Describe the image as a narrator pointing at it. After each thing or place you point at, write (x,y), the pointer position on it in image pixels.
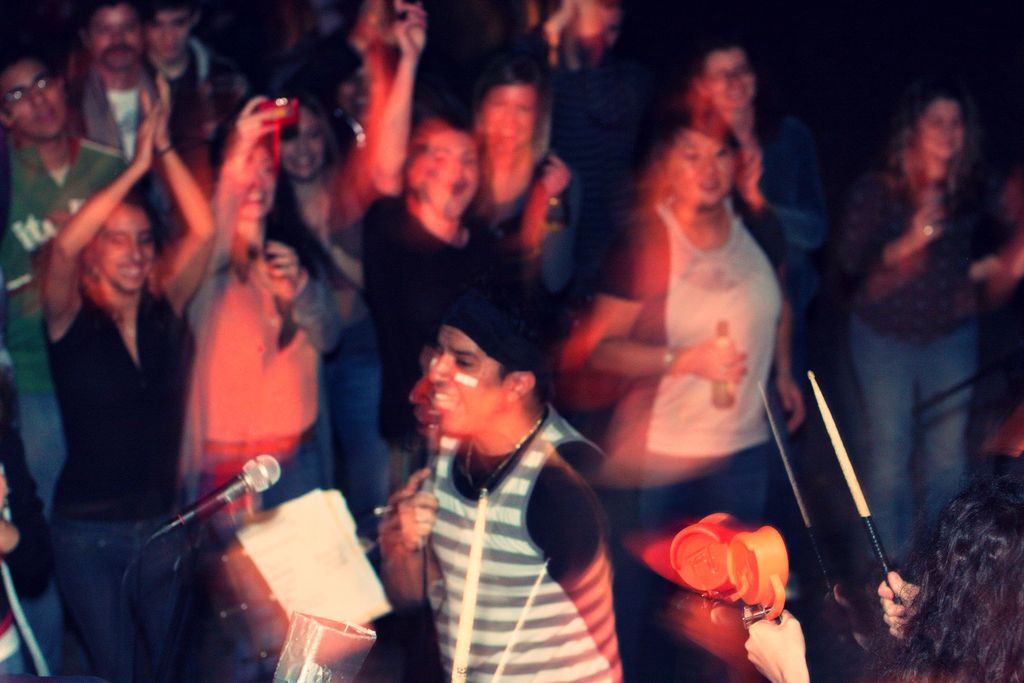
In this image we can see a group of people (493,316) standing. In that a person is holding a stick (835,450) and an object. We can also see a mic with a stand (172,609) and a person (272,393) holding a camera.
